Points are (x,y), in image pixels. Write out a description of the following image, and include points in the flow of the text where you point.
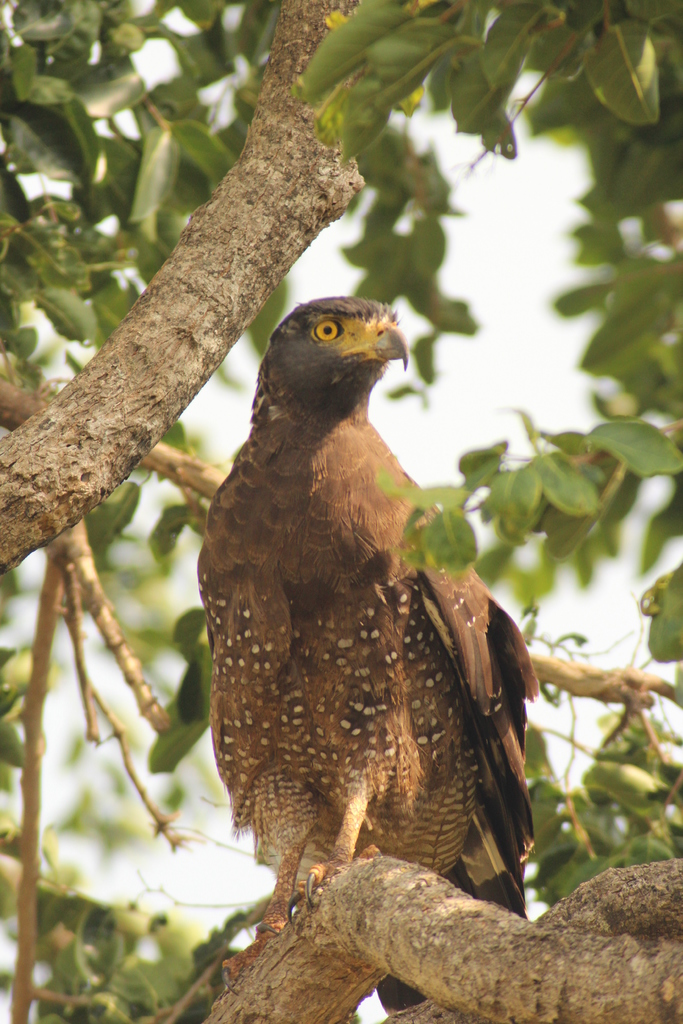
In this image we can see a bird (528,832) on a branch (412,879) and behind it there are branches (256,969) and leaves (170,39).
